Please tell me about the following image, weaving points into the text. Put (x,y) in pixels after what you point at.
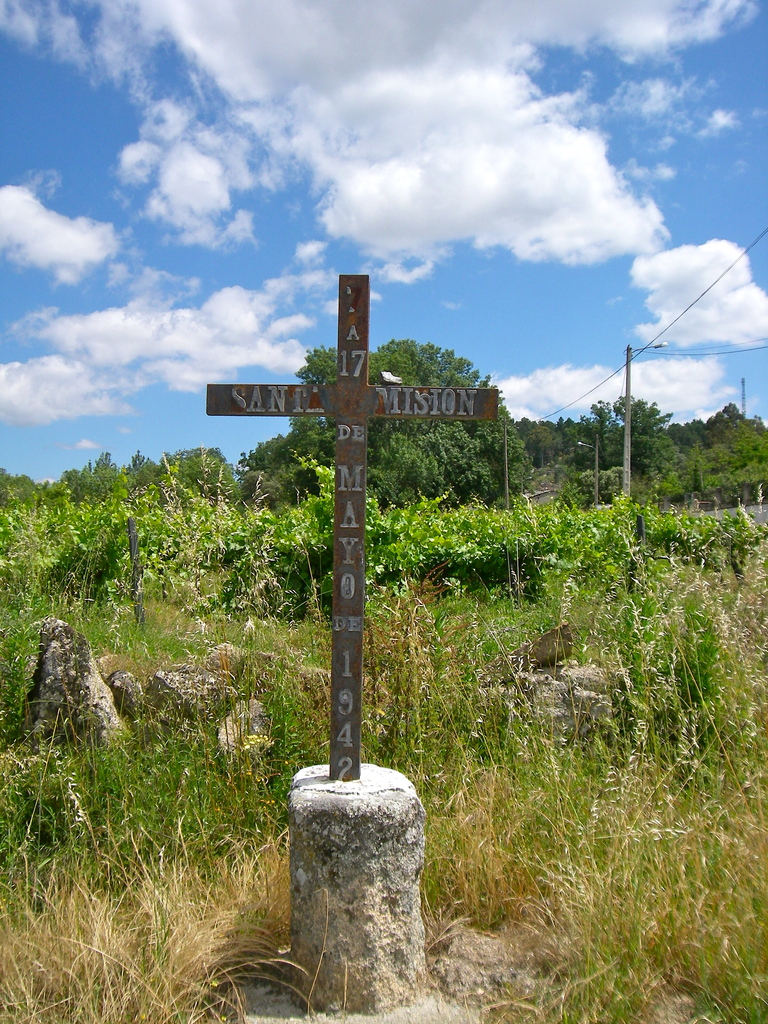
In this picture we can see a cross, stones (589,707), trees (683,441), pole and in the background (621,326) we can see the sky (488,219) with clouds (297,260).
